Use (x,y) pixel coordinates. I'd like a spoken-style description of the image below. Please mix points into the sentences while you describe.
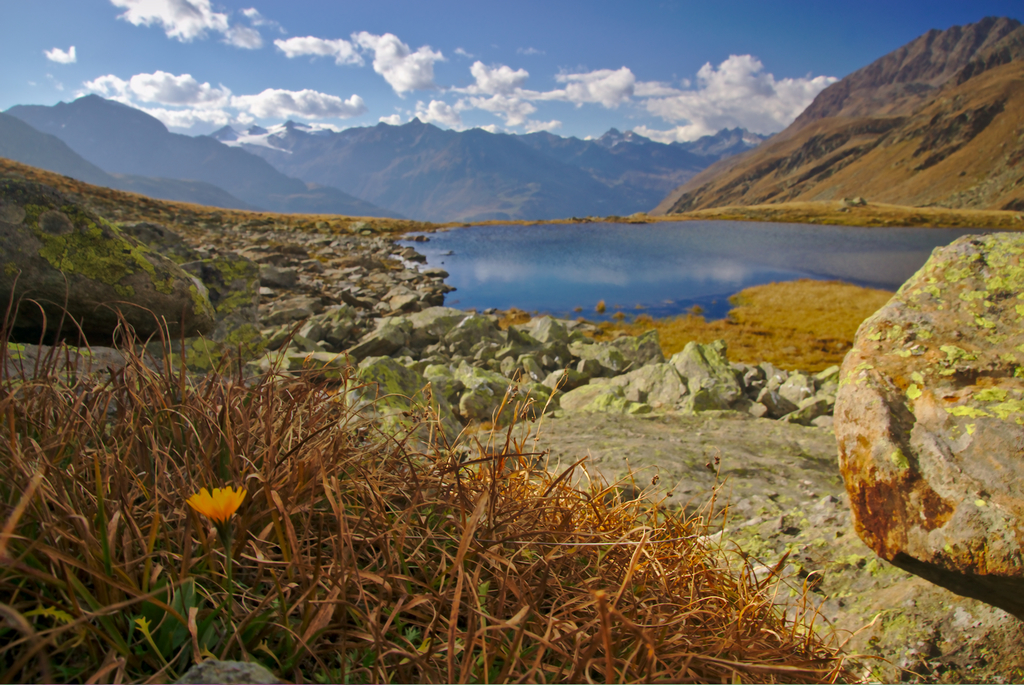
Here we can see grass (774,302), flower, stones (292,237), water (594,252), mountains (633,171) and clouds (438,124) in the sky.
